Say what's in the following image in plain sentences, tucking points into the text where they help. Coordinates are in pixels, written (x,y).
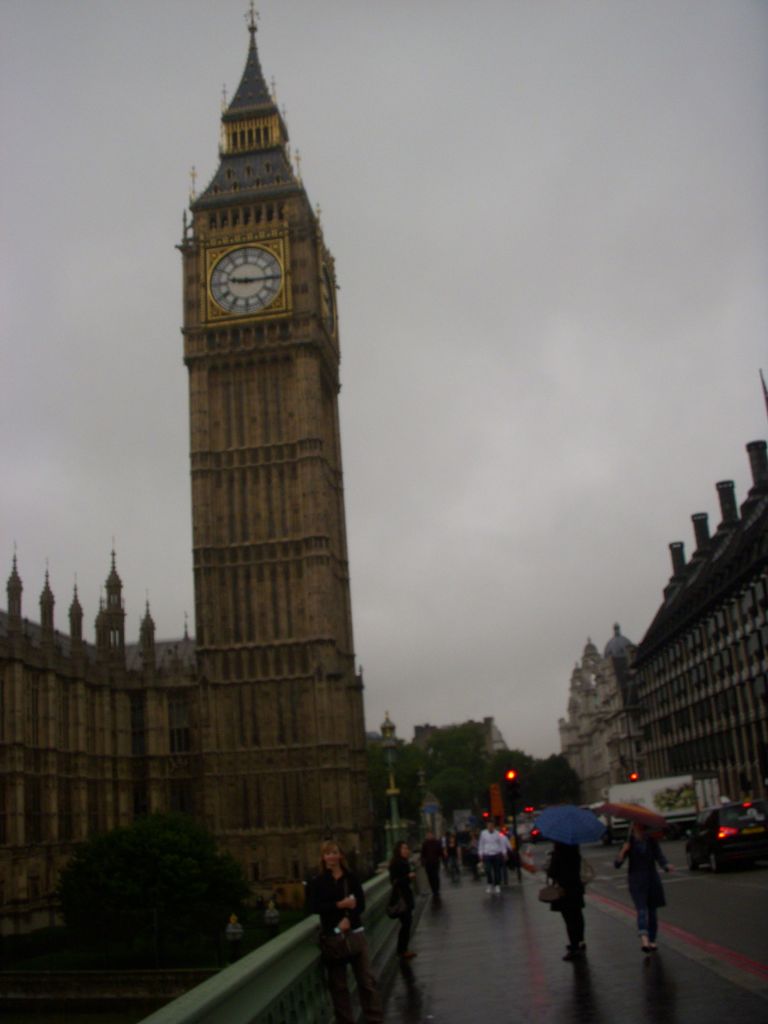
At the bottom of the image (573,918) there is a road (502,927) with few people (427,852) are standing and holding umbrellas (572,829) in their hands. On the road (685,864) there are vehicles (669,826) and also there are poles (519,823) with traffic signals (509,805). And also there is a fencing wall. And in the image there are trees (150,855). And also there are many buildings (203,620) with walls (609,730) and pillars (302,332). There is a pillar (280,238) with clock (250,237). At the top of the image (518,203) there is sky (566,363).
